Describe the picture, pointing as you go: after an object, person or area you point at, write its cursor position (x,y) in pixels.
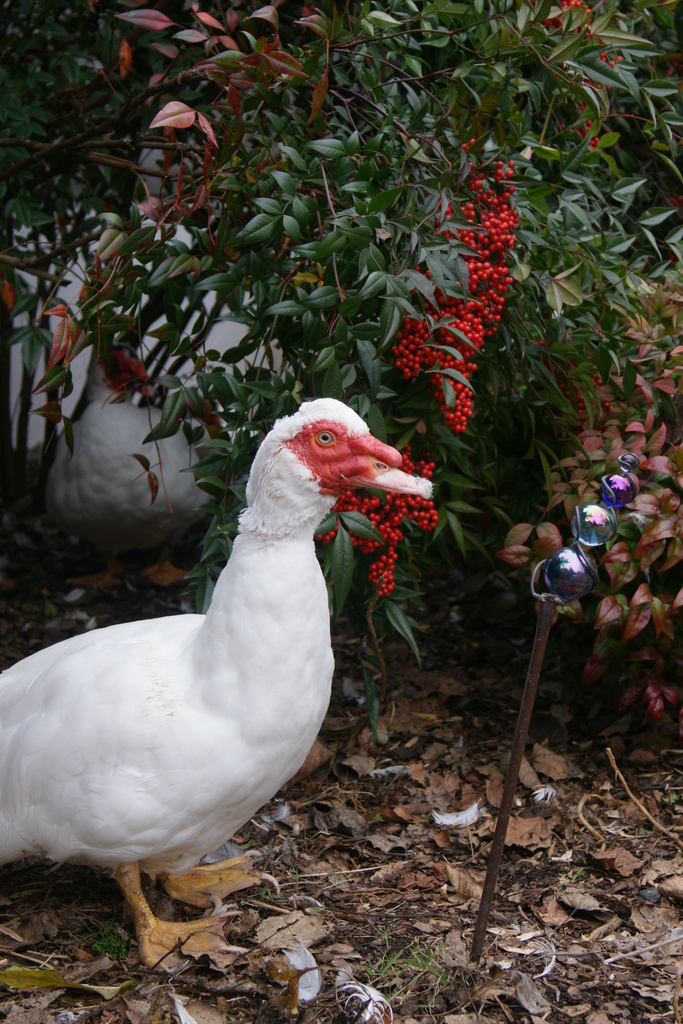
In this image we can see a bird (306,650) on the ground (342,926), there is an object (537,594) in front of the bird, there are few trees (489,364) in the background (170,428).
